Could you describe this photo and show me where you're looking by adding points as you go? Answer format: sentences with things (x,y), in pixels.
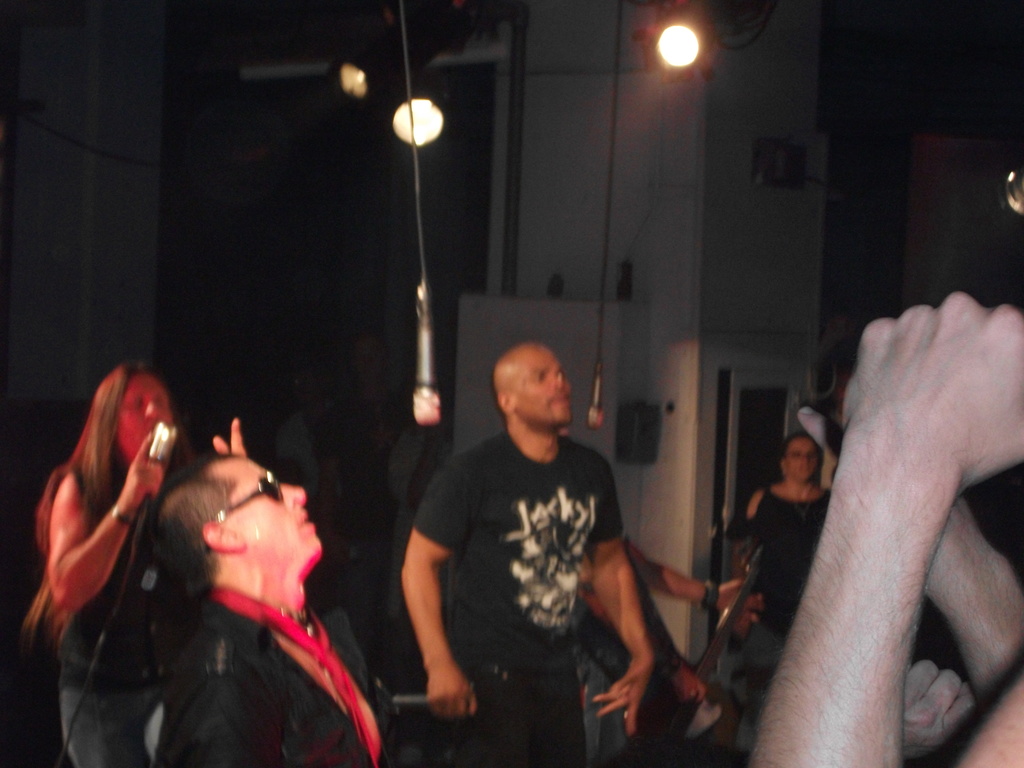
In this picture we can see a group of people (126,448), mics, guitar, lights (345,84) and in the background (275,242) it is dark.
